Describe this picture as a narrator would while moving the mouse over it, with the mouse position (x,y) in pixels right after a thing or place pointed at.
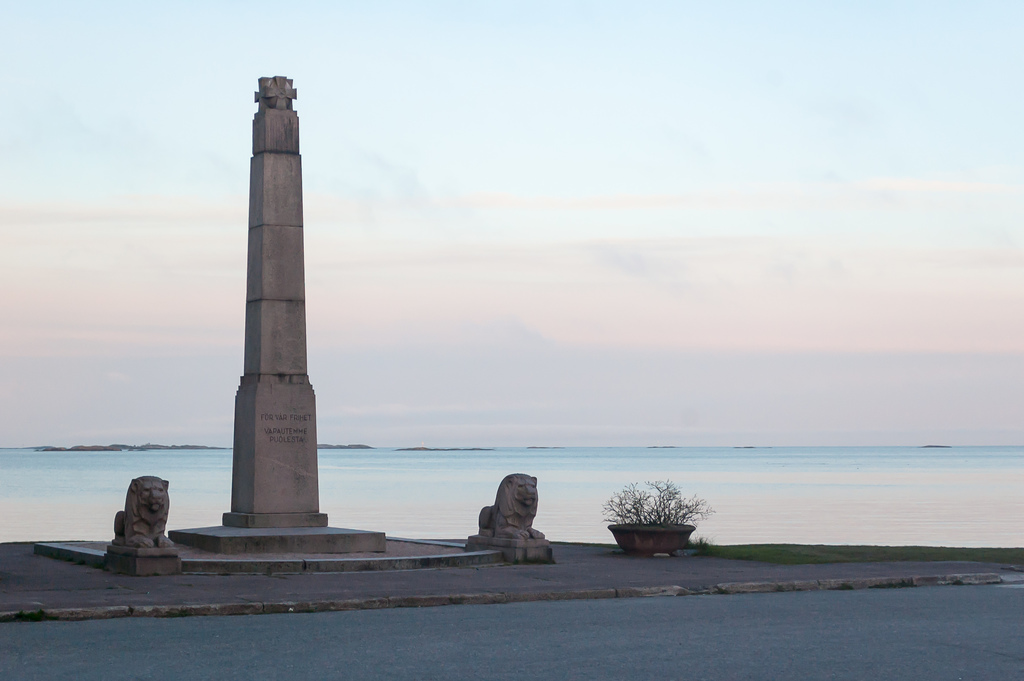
In this image in the center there is a memorial (257,374) and two sculptures (493,515), at the bottom (472,648) there is road (720,616) and in the center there is one flower pot (653,537) and plant (648,521) and grass (815,561). In the background (736,491) there is water (479,455), on the top of the image (393,169) there is sky (772,264).
